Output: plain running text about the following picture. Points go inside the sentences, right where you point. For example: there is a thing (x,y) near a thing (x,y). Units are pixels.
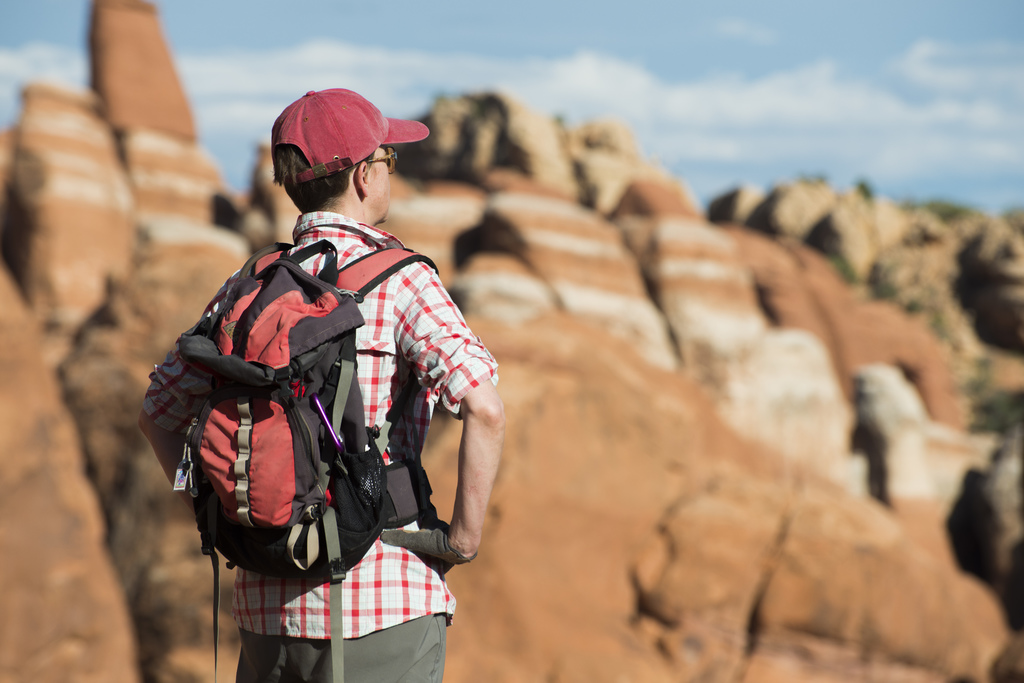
In the image we can see there is a man (332,140) who is standing and he is wearing a backpack (275,429) and in front the image is blur.
